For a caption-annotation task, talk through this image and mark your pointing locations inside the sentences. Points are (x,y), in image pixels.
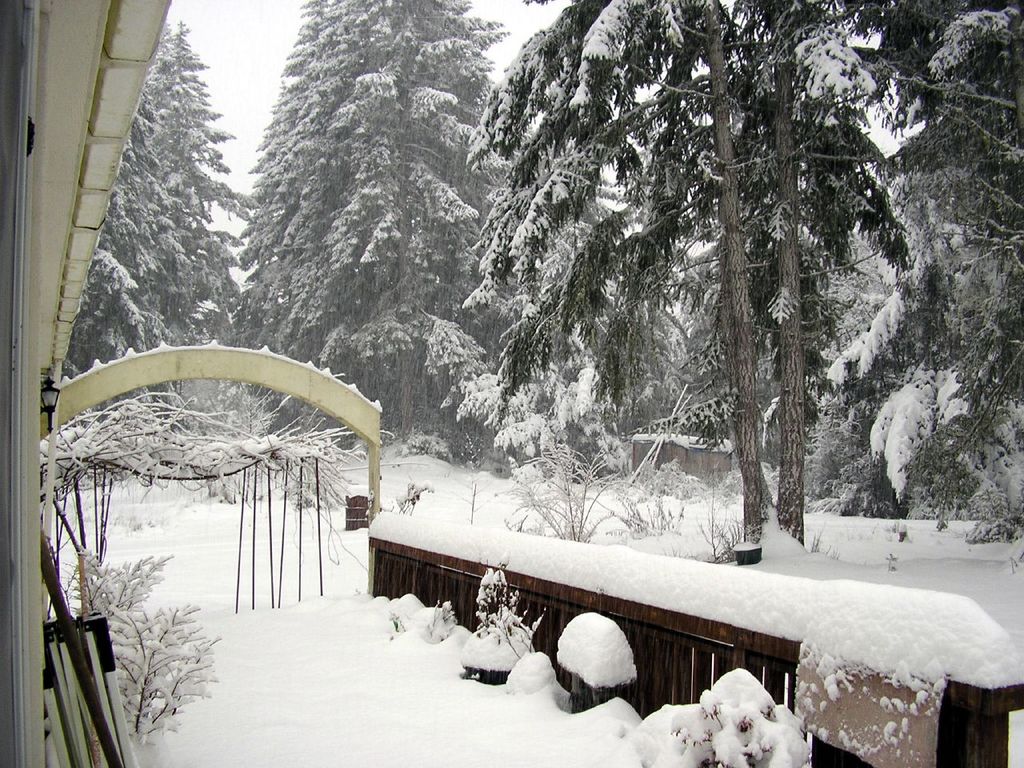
We can see plants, wooden object (646,691), snow (231,670), roof top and arch (266,361). In the background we can see trees (503,270) and sky (197,32).
